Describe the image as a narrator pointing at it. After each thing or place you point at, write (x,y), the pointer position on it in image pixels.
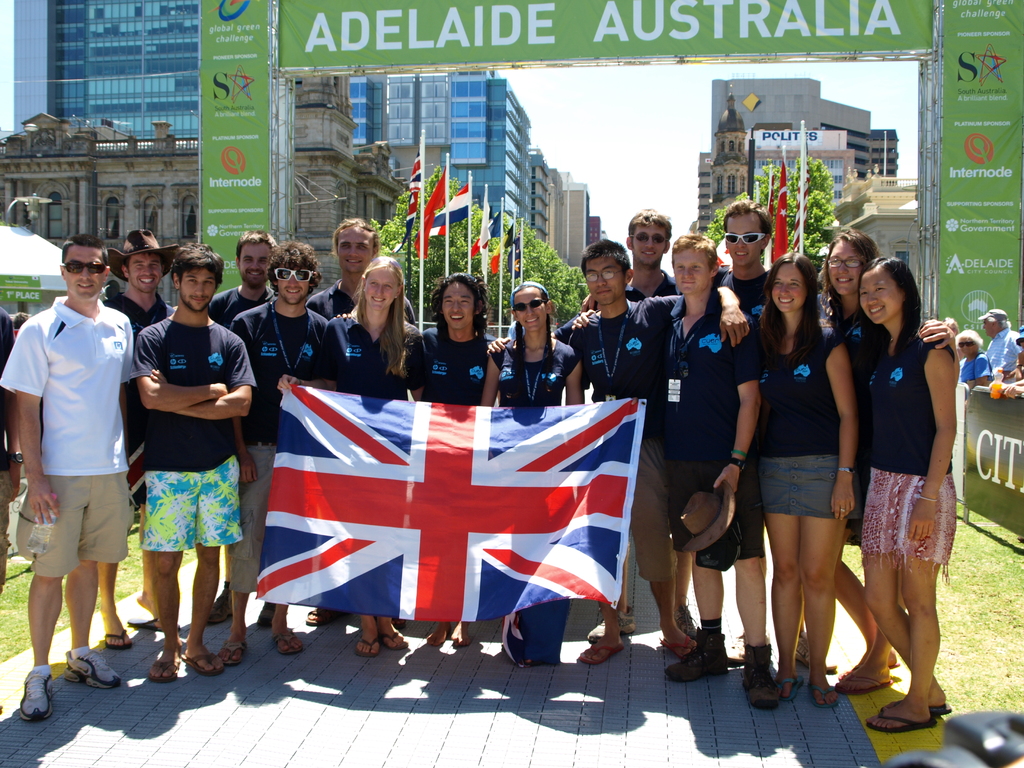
In this image we can see the people (561,342) standing on the path (695,750) and smiling. We can also see the flag (481,523). In the background (239,82) we can see an arch (322,11) with the text boards (1004,71). We can also see the people (991,324), board (994,420), flags (784,189), trees (525,246) and also the buildings (847,209). On the left (29,246) we can see the tent (37,268) for shelter. We can also see the sky (609,116) and also the grass (954,646).
